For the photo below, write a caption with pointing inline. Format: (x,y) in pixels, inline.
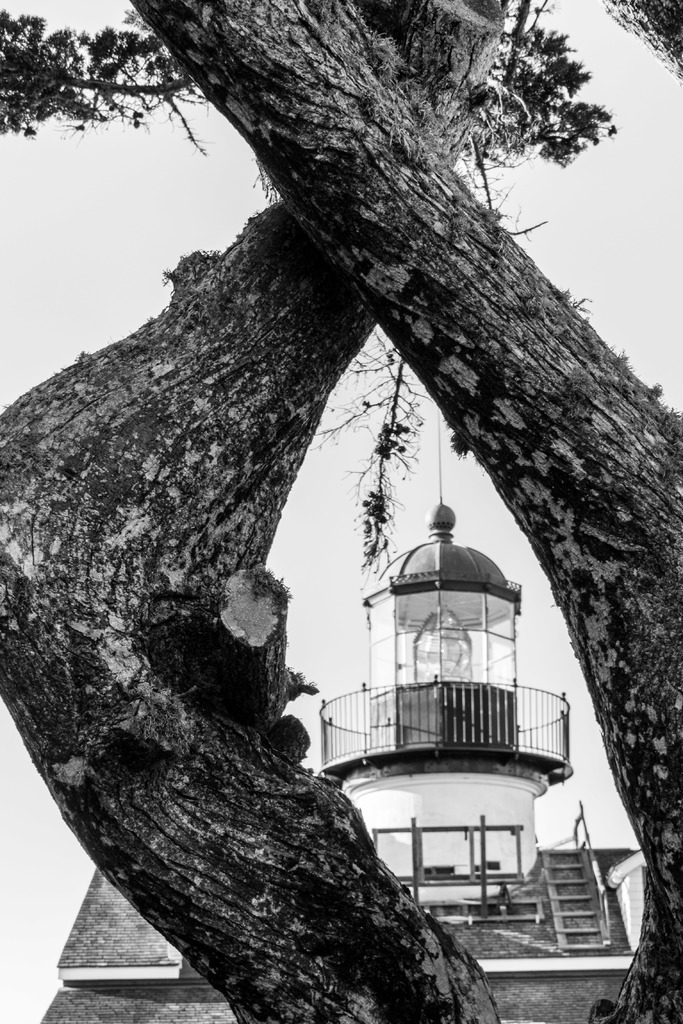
This is a black and white image. In the center of the image (443,661) we can see a building (421,679), railing (506,736), stairs (575,912), rods (422,876), roof (615,939). In the foreground of the image (305,726) we can see the trees (190,410). At the top of the image (196,223) we can see the sky (200,166).
